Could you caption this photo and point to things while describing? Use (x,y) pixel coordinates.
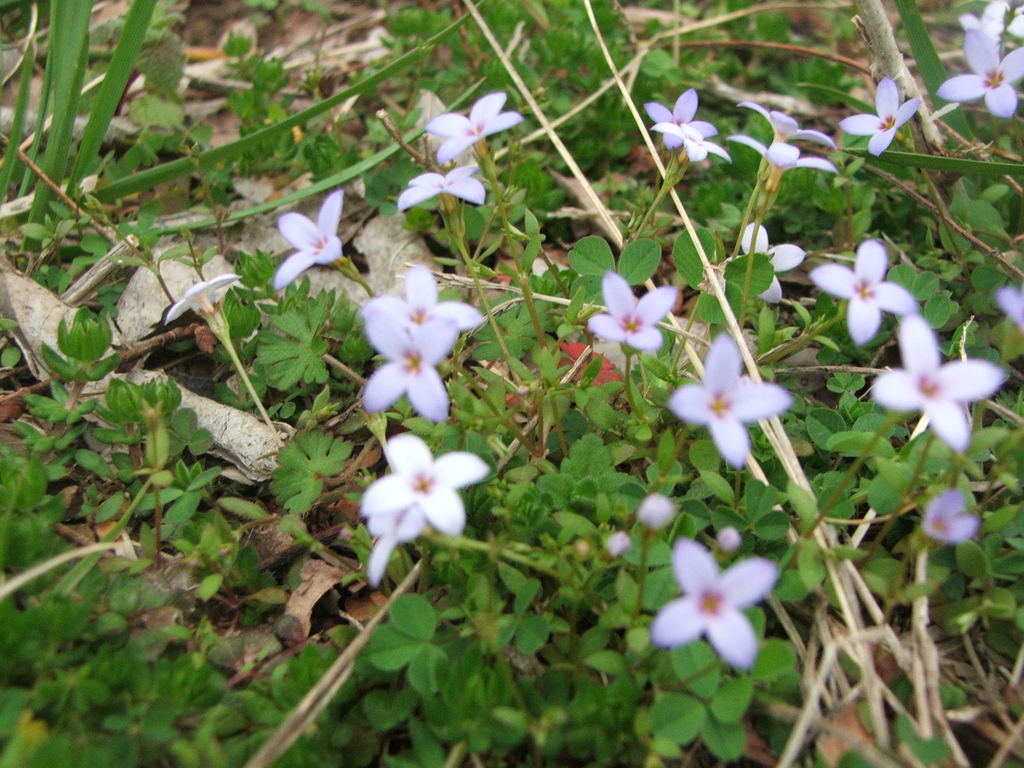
In this picture we can see a few flowers (476,132) and green plants (214,712). There are a few dry leaves (244,445) on the grass (106,115).
